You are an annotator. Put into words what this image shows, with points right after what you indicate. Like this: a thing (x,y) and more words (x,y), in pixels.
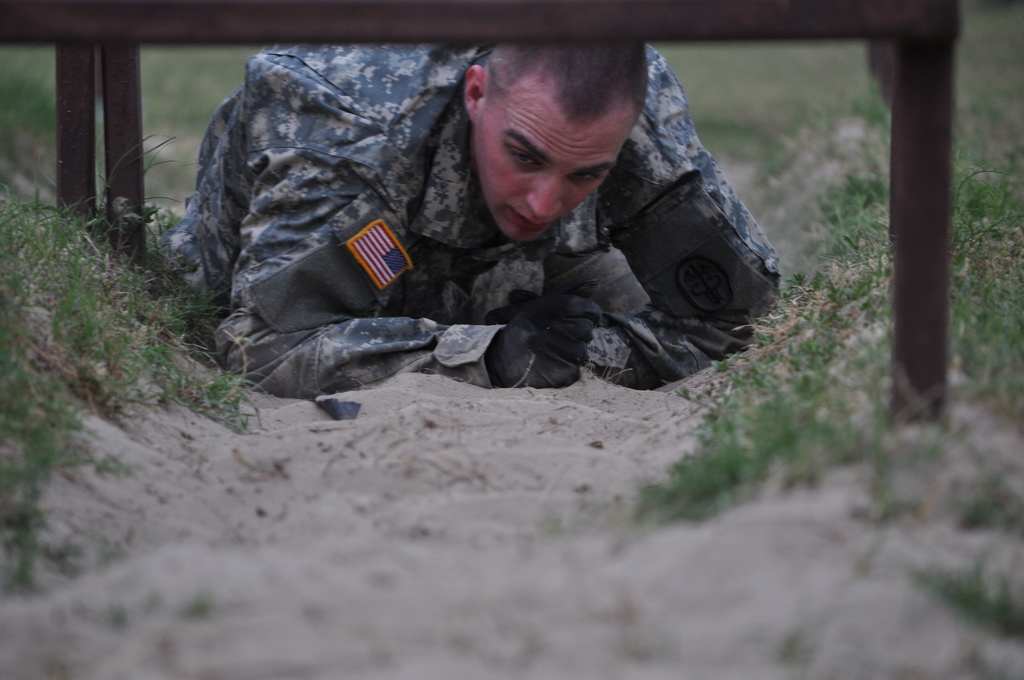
In this picture we can see a person (640,249) on the ground (578,449), here we can see rods (948,15), grass (840,74) and in the background (960,8) we can see it is blurry.
